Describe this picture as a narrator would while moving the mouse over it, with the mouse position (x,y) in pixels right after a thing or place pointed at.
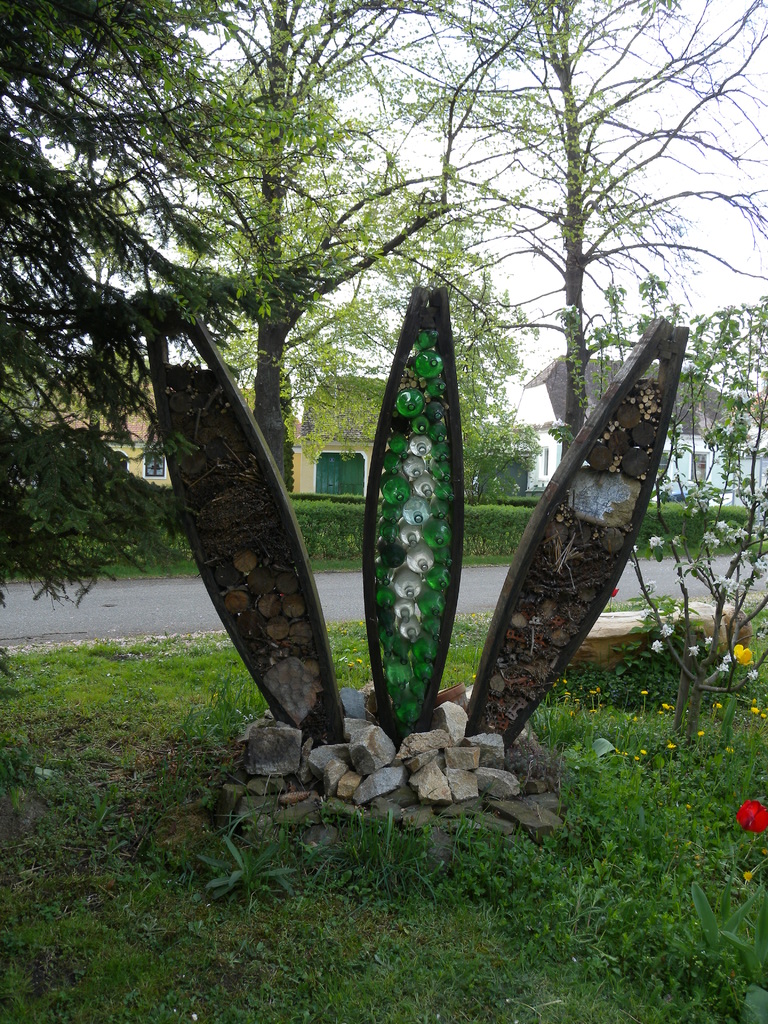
In this image I can see grass ground (582,912) on the bottom side (477,902). On the ground (590,802) I can see number of stones (413,745), few plants (580,678) and few stone arts (230,556). In the background (526,394) I can see few trees (12,571), a road (8,620), few buildings (690,379) and the sky (499,167). I can also see number of flowers (762,829) on the right side of the image (658,642).
